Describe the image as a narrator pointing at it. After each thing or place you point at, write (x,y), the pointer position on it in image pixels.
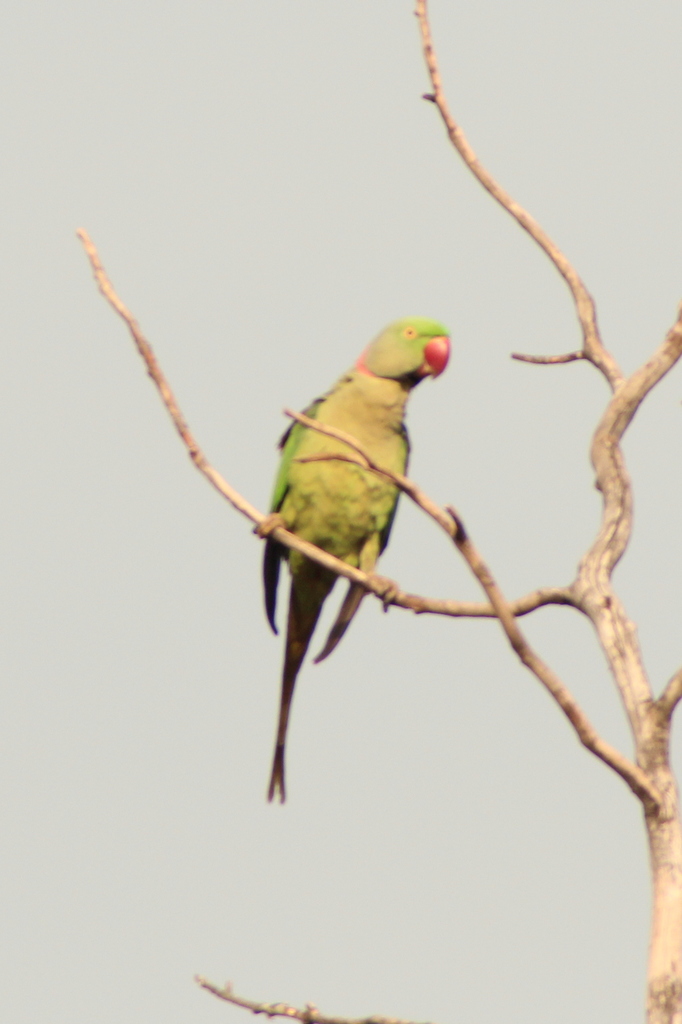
In this picture there is a parrot (392,447) who is standing on the tree branch (466,612). In the background (238,614) we can see sky (448,767) and cloud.
